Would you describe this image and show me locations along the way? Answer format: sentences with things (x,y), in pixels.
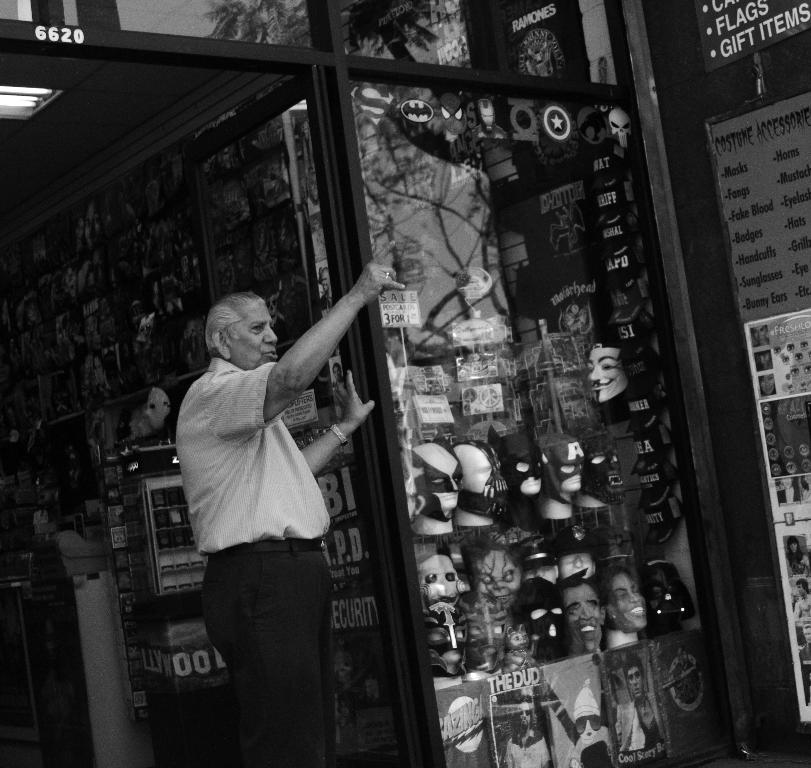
In this image we can see a person (301,359) standing and holding the glass door (448,370), there are some toys (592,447) and, masks (616,582), and other objects (103,229) in the shop (724,375), we can also see some posters (762,410), with some texts (732,28), and images (798,605) on it.
